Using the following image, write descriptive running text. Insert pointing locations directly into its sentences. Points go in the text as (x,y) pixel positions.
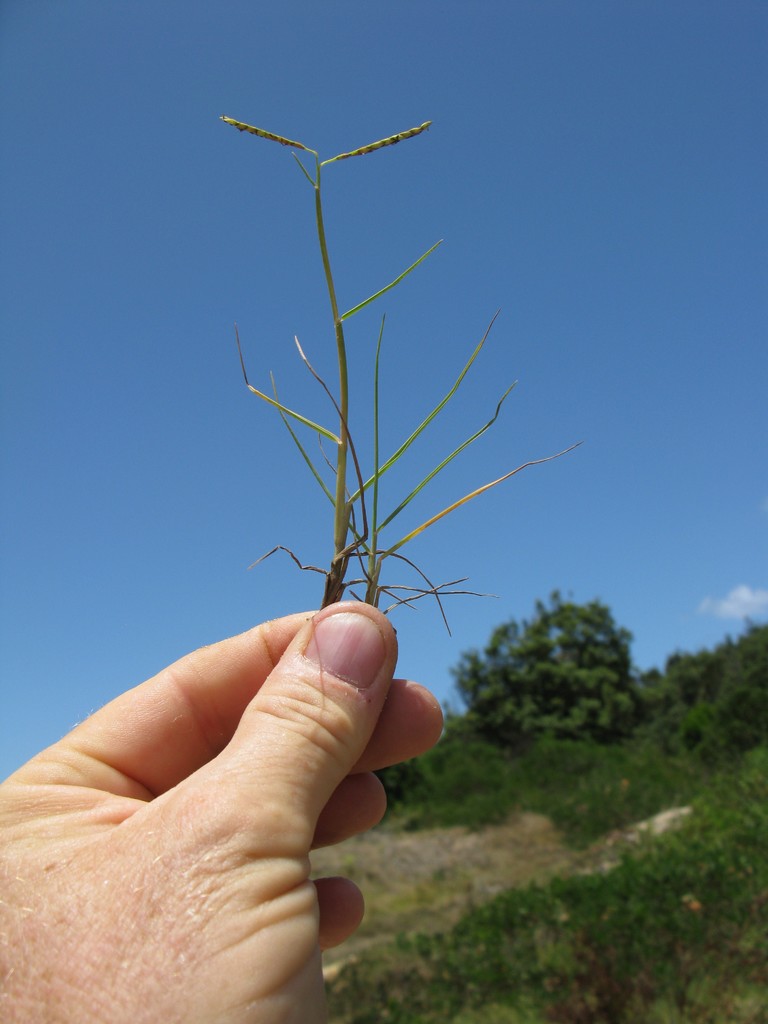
In this picture we can see a person hand (378,764) is holding a plant (329,166) and in the background (530,773) we can see plants (628,795), trees (592,719), sky (399,351).
